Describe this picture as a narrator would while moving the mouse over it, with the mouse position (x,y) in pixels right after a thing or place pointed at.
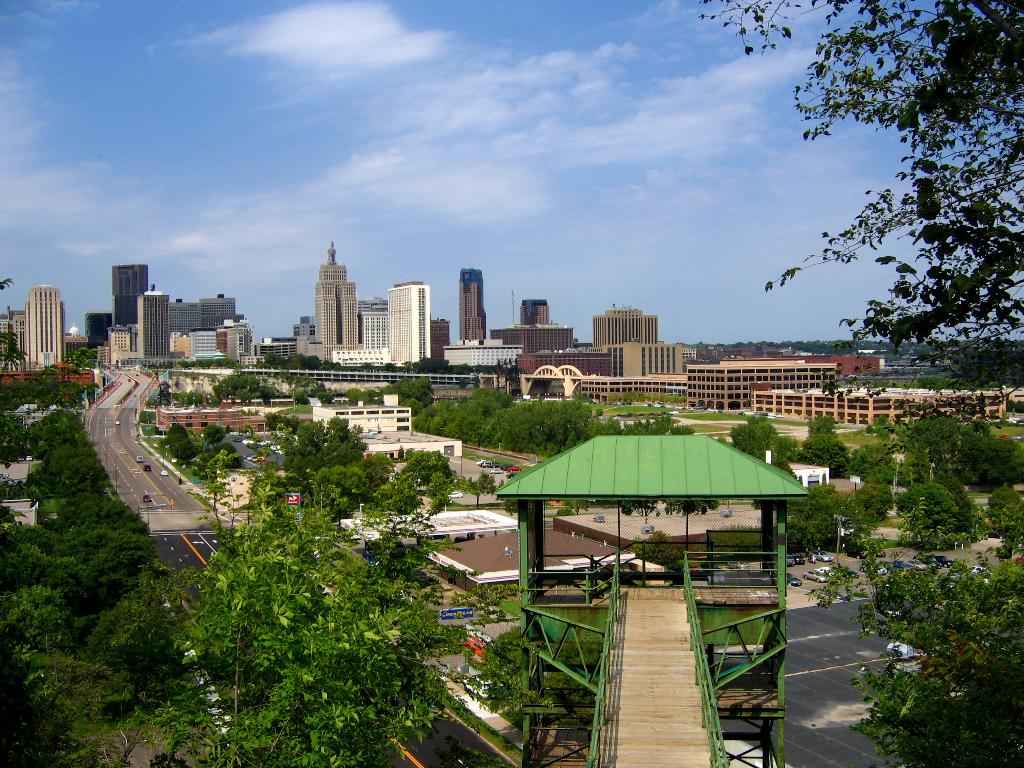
As we can see in the image there is bridge (684,737), trees (238,593), vehicles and buildings (220,420). At the top (386,128) there is sky (347,89) and clouds (475,140).
